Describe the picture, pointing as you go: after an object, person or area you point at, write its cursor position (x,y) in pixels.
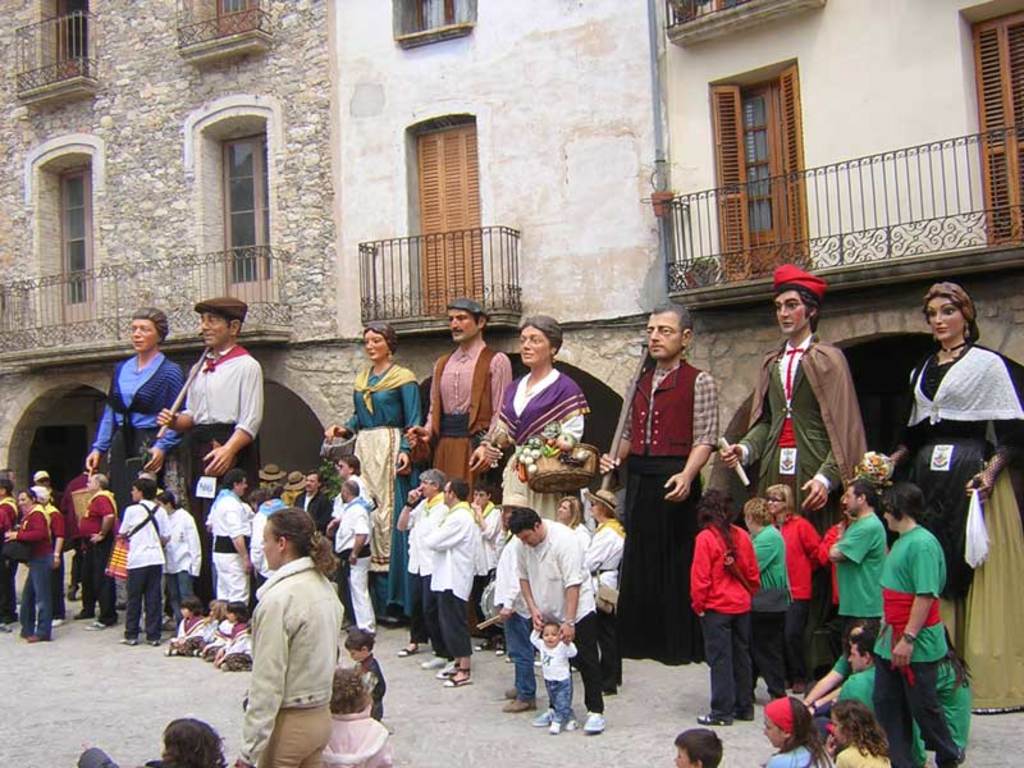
In this image we can see some statues (120,420), building (517,159) with windows (402,20) and we can also see some people (450,633) standing.
